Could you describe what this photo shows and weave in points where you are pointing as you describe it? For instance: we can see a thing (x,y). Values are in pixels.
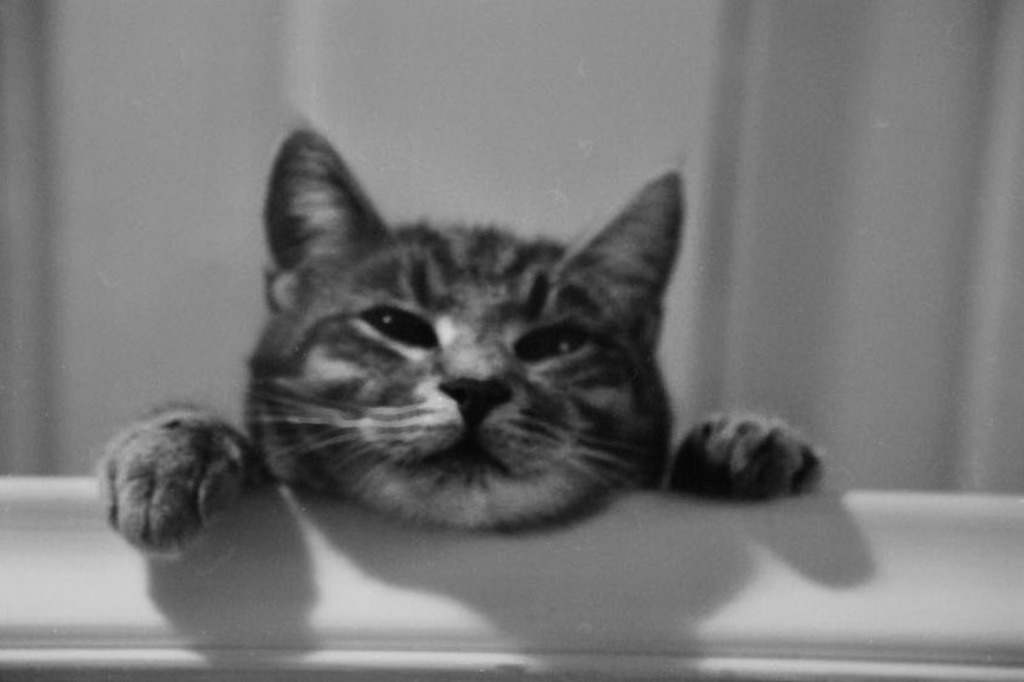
In this image I can see the black and white picture in which I can see a cat (436,365). I can see the white colored background (147,143).
